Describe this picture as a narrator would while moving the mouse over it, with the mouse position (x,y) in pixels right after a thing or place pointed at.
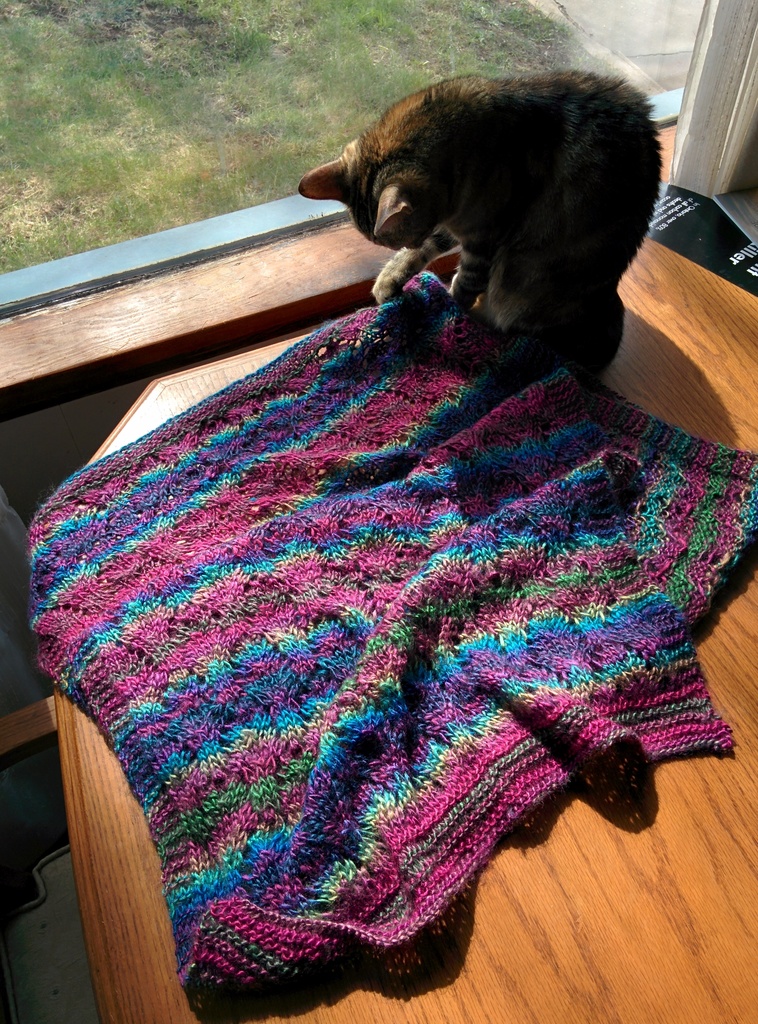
At the bottom of the image (486,968) there is a wooden surface (756,638) with different colors of cloth (344,520) on it. Behind the cloth (422,366) there is a cat (455,176) sitting. Behind the cat (510,197) there is a glass window (189,123). Behind the window (47,310) there's grass (201,122) on the ground (108,146).
